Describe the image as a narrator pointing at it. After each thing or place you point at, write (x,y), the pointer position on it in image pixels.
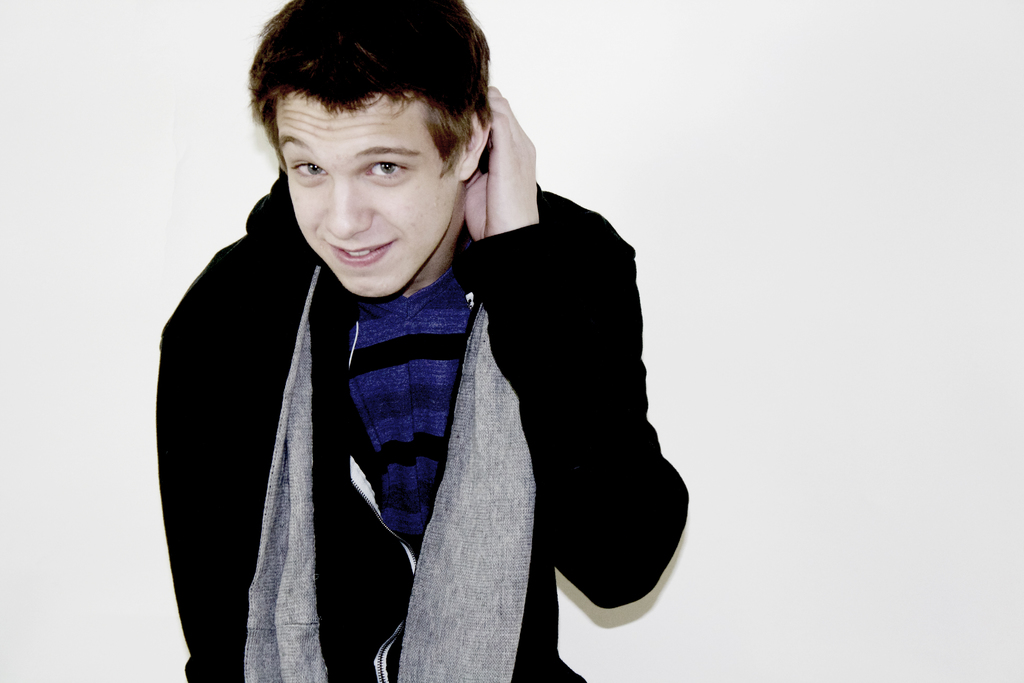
In this image there is a man (388,356) standing in the center (386,353) and smiling.
